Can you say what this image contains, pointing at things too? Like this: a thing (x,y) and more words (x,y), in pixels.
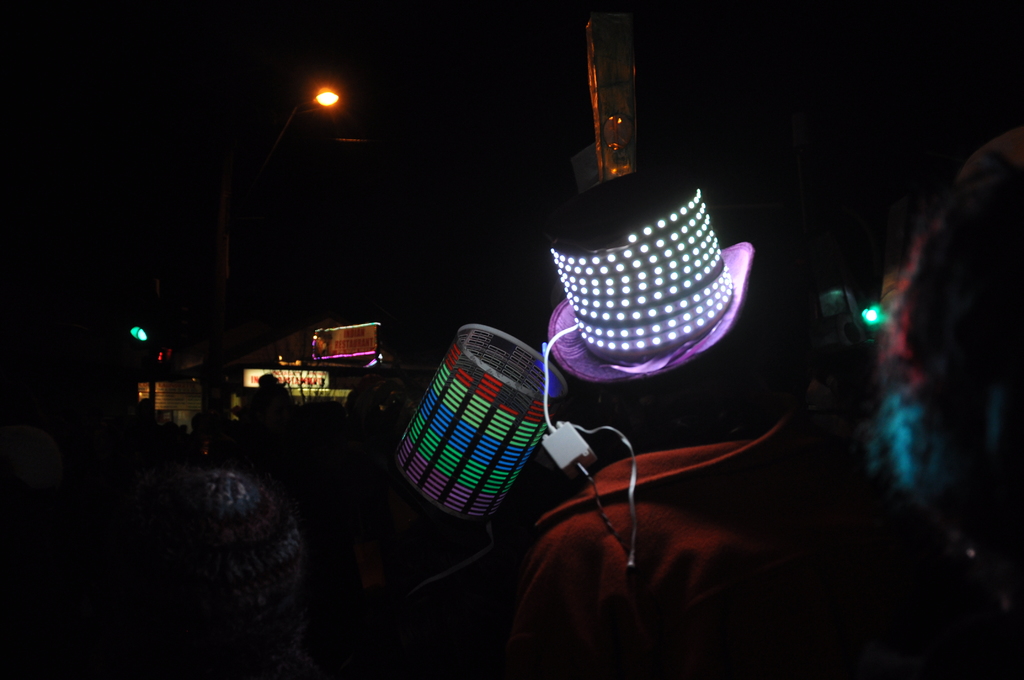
In the picture I can see a man (718,406) wearing a red color shirt (695,486) and there is a cap (652,253) on his head (653,404). I can see the lighting arrangement (607,273) on the cap (635,269). I can see few people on the left side (243,572). It is looking like a traffic signal pole (166,358) on the left side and I can see the light pole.
